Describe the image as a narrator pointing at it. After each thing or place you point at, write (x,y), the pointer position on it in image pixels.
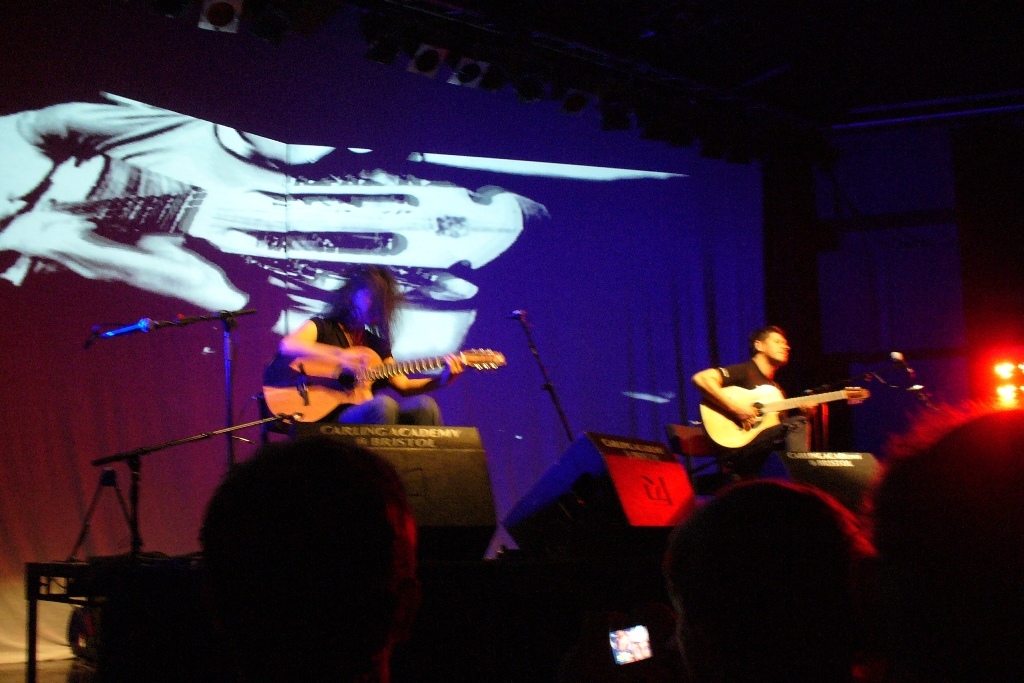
This picture shows two men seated and playing guitar (360,358) on the dais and we see audience (354,513) watching.
